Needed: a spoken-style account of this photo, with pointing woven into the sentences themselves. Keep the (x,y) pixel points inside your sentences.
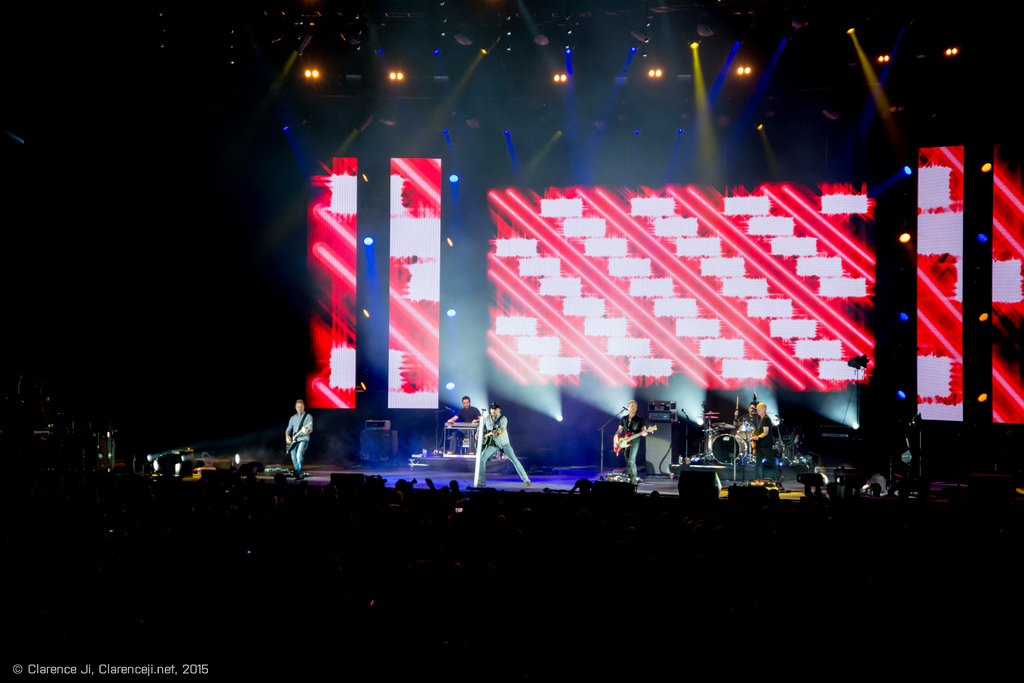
In this image there is a group of people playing music instruments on a stage (646,477), behind them there are led screens (505,248) which have patterns (557,374) on it and in front of them there are audience (230,486), there are lights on the roof (995,81).
